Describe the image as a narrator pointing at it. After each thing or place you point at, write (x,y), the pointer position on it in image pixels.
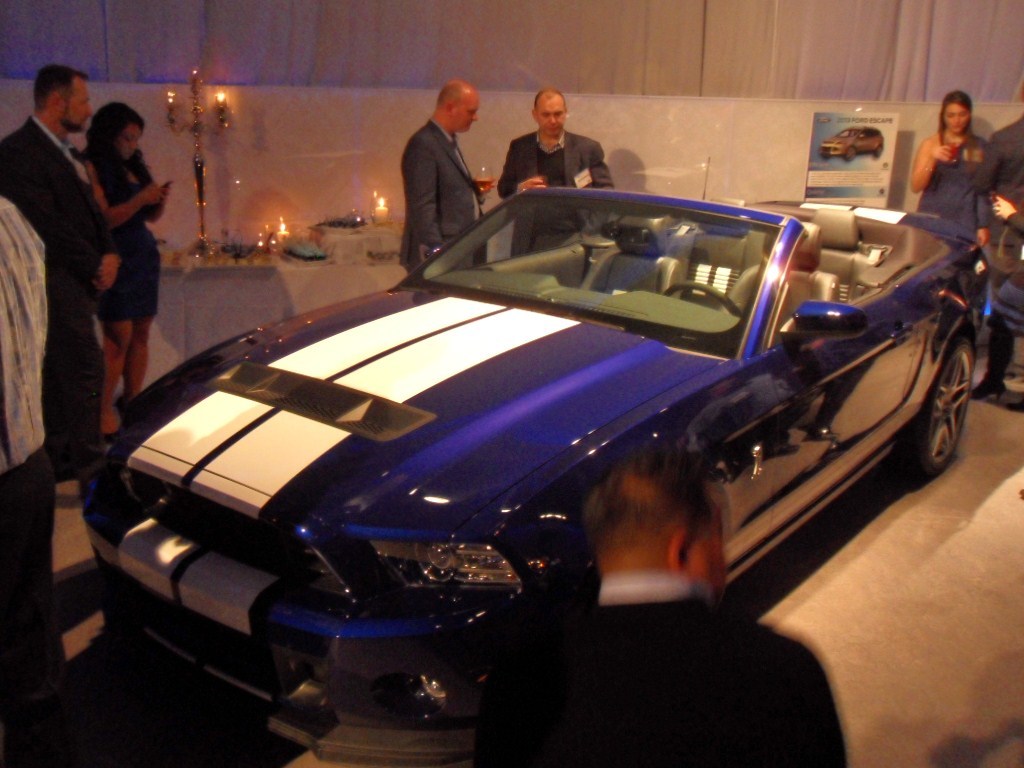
In this image, we can see some persons (557,154) standing beside the car (343,336) which is colored blue. There is a candle light (197,141) in the top left of the image (188,95).
